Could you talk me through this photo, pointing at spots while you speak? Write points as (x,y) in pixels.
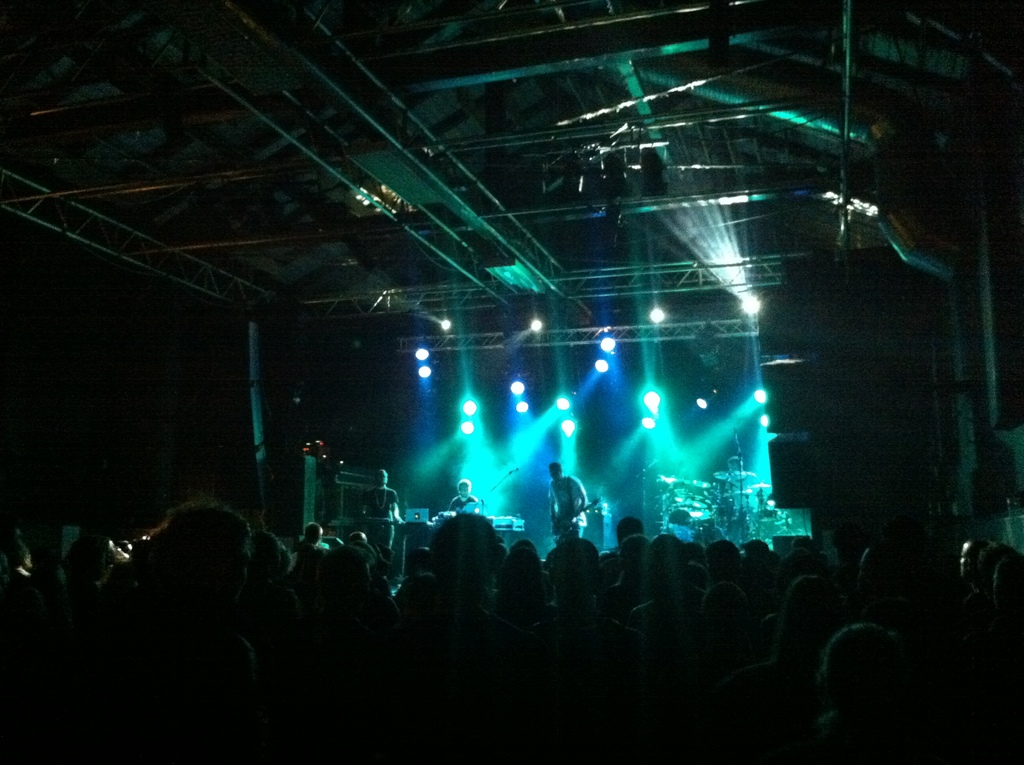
This picture is dark, we can see people (148,610). In the background (676,477) we can see people (471,486) and this man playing guitar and we can see musical instrument (662,483) and lights (652,407). At the top (340,238) we can see rods (105,190).
